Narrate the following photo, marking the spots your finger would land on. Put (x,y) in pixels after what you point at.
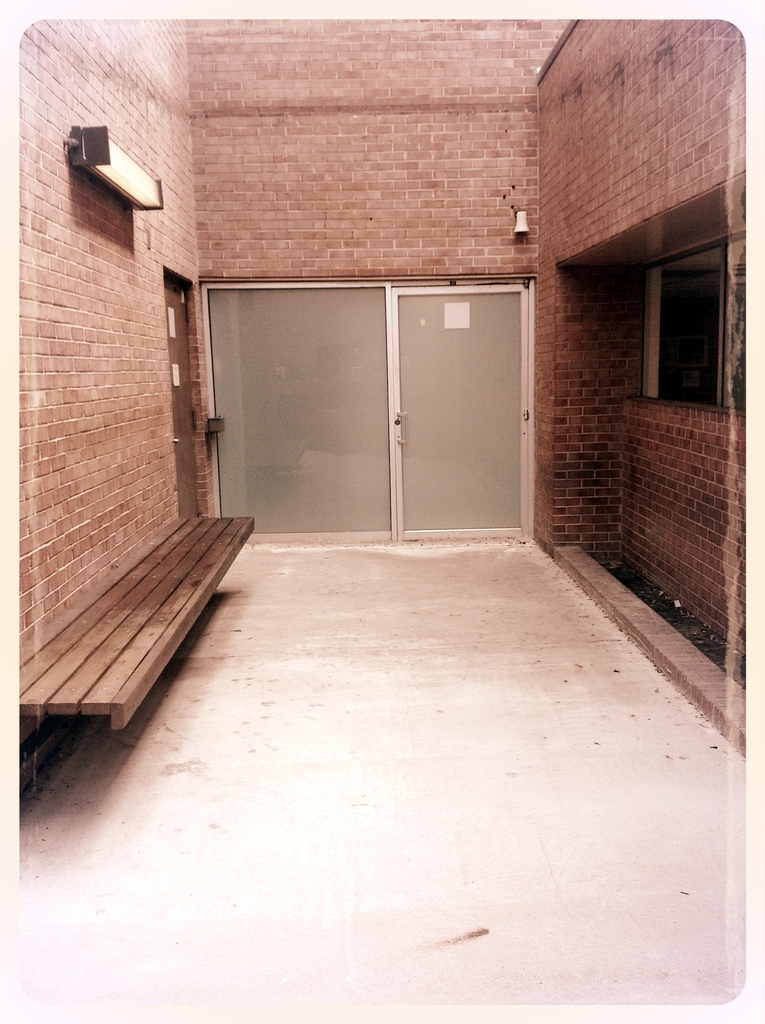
In this picture I can observe a bench (117,634) on the left side (125,590). I can observe walls (113,345) on either sides of the picture. There is a door (186,353) on the left side (182,392). In the middle of the picture (384,410) I can observe a glass door (367,426).
